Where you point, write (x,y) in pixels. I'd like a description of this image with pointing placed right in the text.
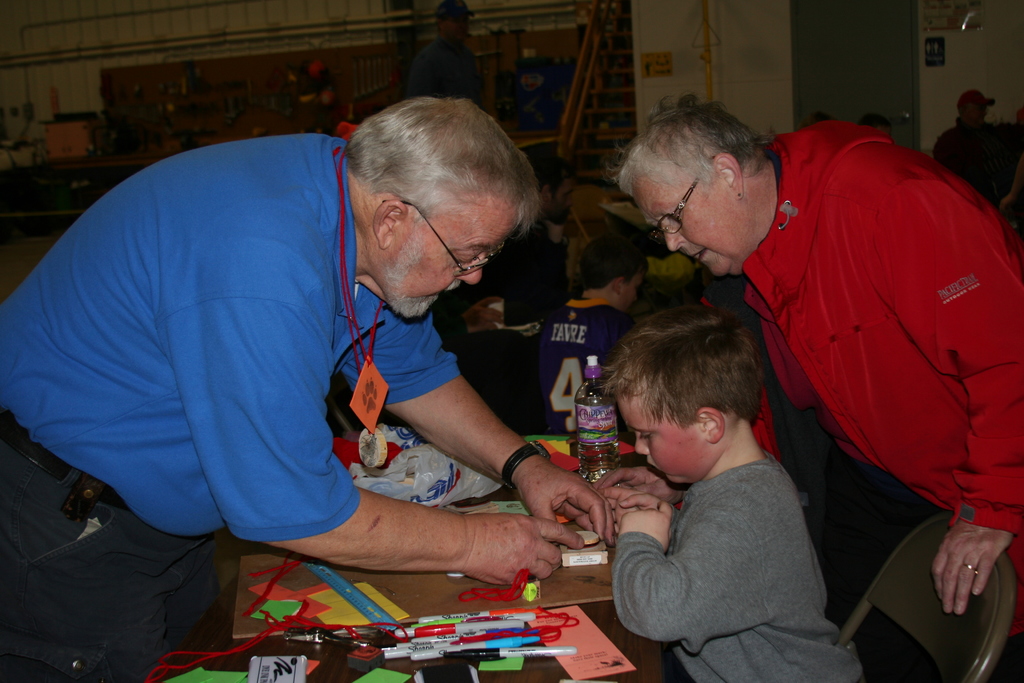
This 2 persons (453,227) are standing. This kid (728,421) is sitting on a chair (847,642), in-front of this kid (688,531) there is a table (521,675), on this table (551,675) there are sketch pens (500,655), scale (364,599), board (407,603), bottle (599,438) and things (524,573). Far this kids (573,302) are sitting. These are staircase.
